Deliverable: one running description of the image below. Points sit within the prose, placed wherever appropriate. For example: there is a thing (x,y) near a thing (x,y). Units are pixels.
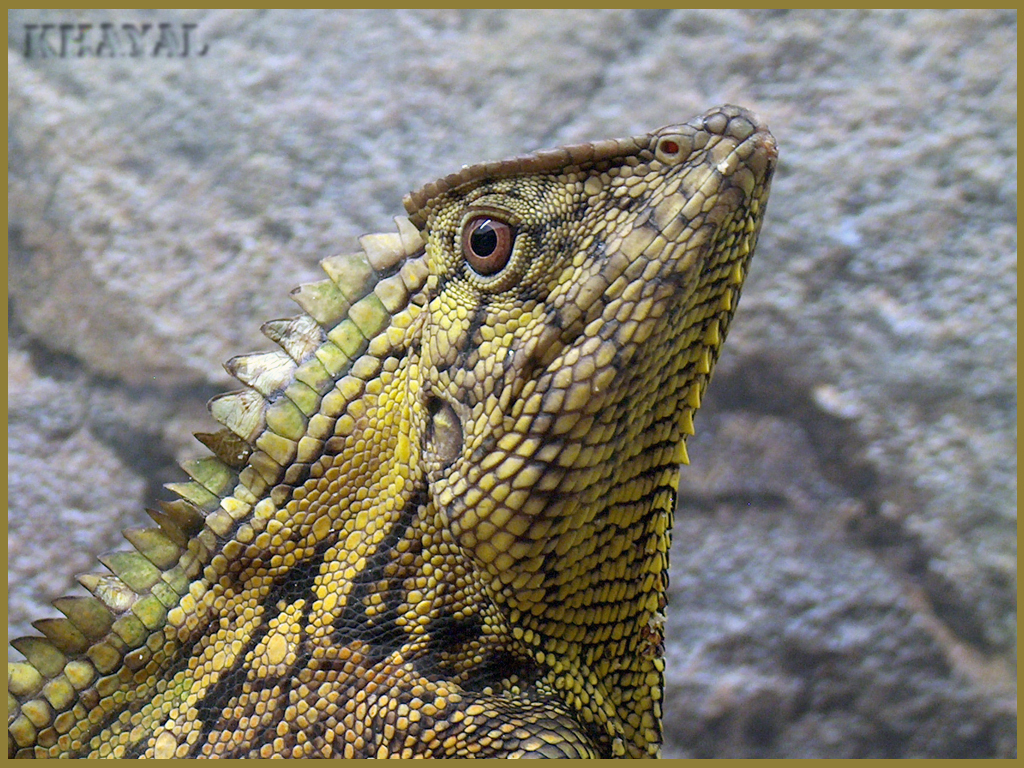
In the front of the image (423,390) there is a lizard (379,447). In the background of the image (830,217) it is blurry. At the top left side of the image (120,33) there is a watermark (136,36).
